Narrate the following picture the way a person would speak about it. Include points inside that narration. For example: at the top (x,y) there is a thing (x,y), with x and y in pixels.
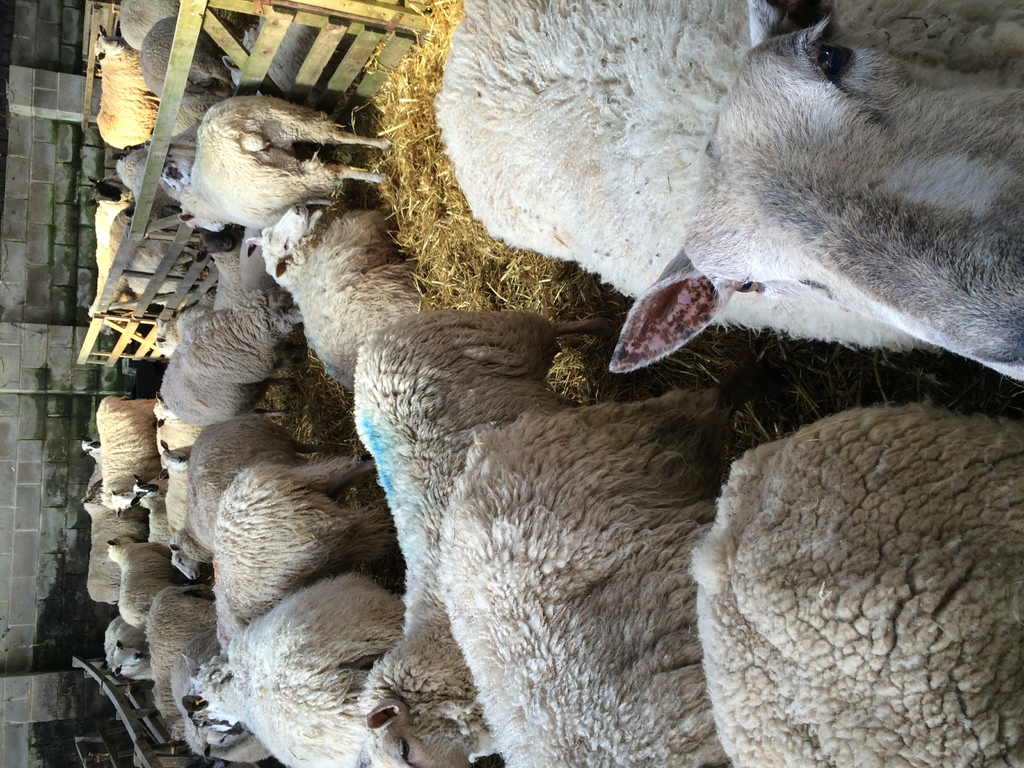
In this image I can see many animals (491,461) which are in white and brown color. I can also see the dried grass (418,175) in-between these animals (373,247). To the side I can see the railing (147,299). To the left (36,403) I can see the wall (75,546).
